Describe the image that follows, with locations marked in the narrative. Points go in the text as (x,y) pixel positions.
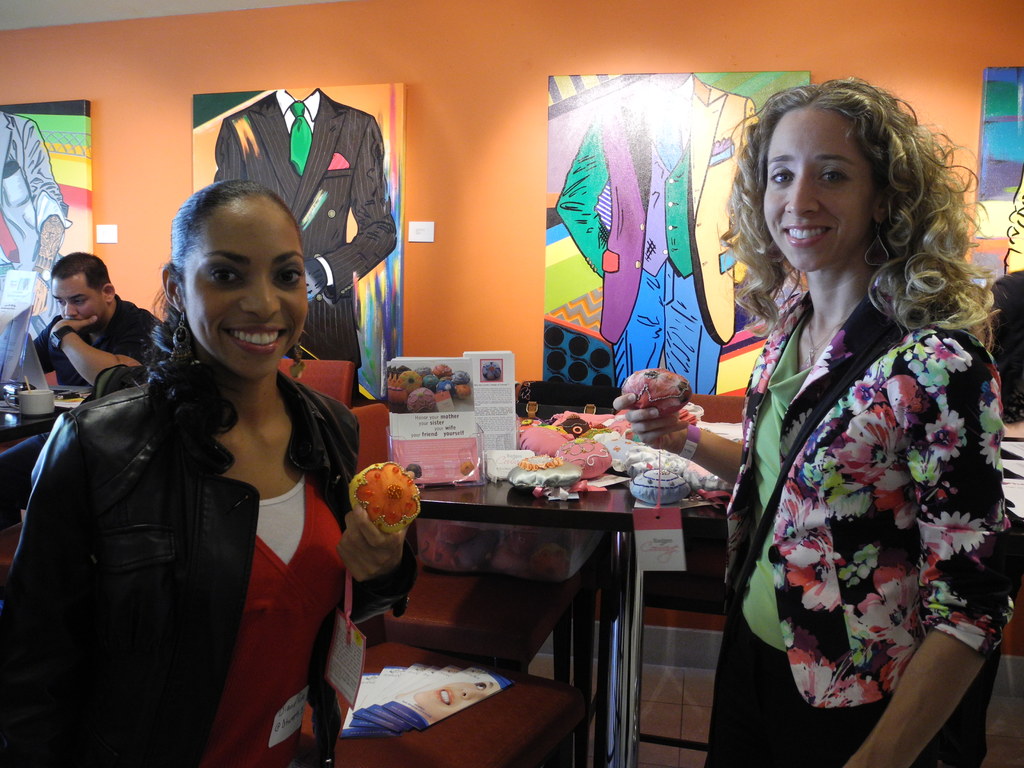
In this image, there are two persons (359,597) wearing clothes (302,481) and holding something with their hands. There is a table (523,511) in the middle of the image (543,501). There are boards (576,169) on the wall (170,163).
